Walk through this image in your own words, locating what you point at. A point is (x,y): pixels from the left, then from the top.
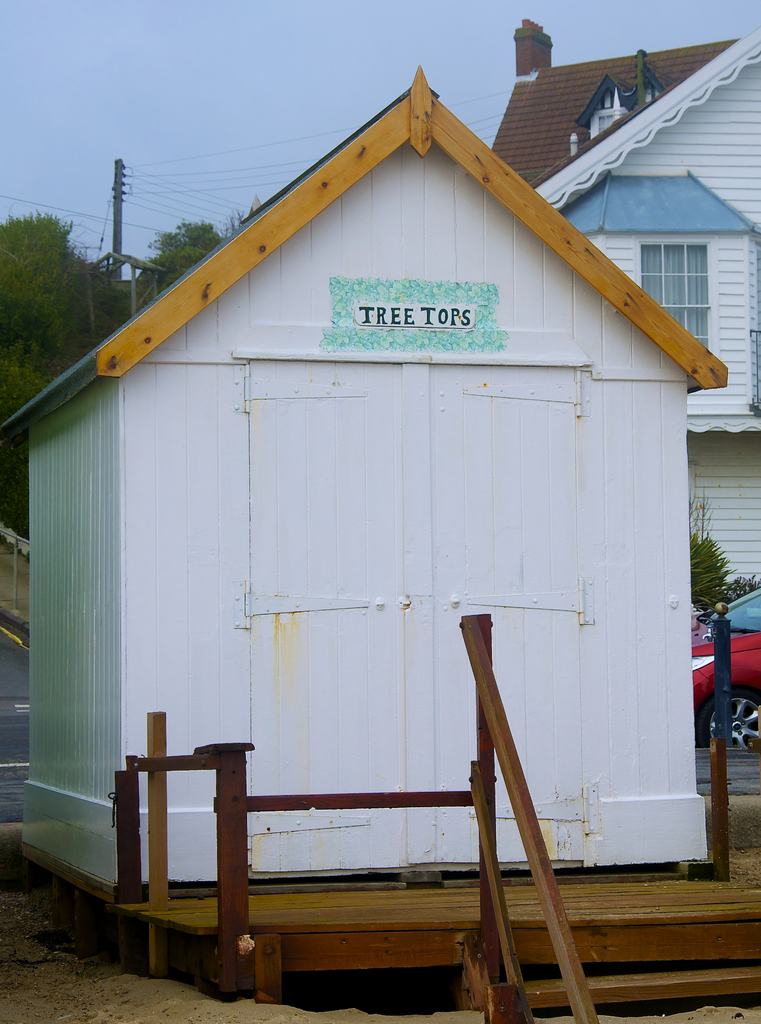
In this image I can see a house (494,388) and there is a building (710,254), in front of building (701,444) there are plants (726,576), a vehicle (743,641) visible on the right side (760,673), in the top left (192,74) I can see the sky (136,172), power line cables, trees (17,336).
